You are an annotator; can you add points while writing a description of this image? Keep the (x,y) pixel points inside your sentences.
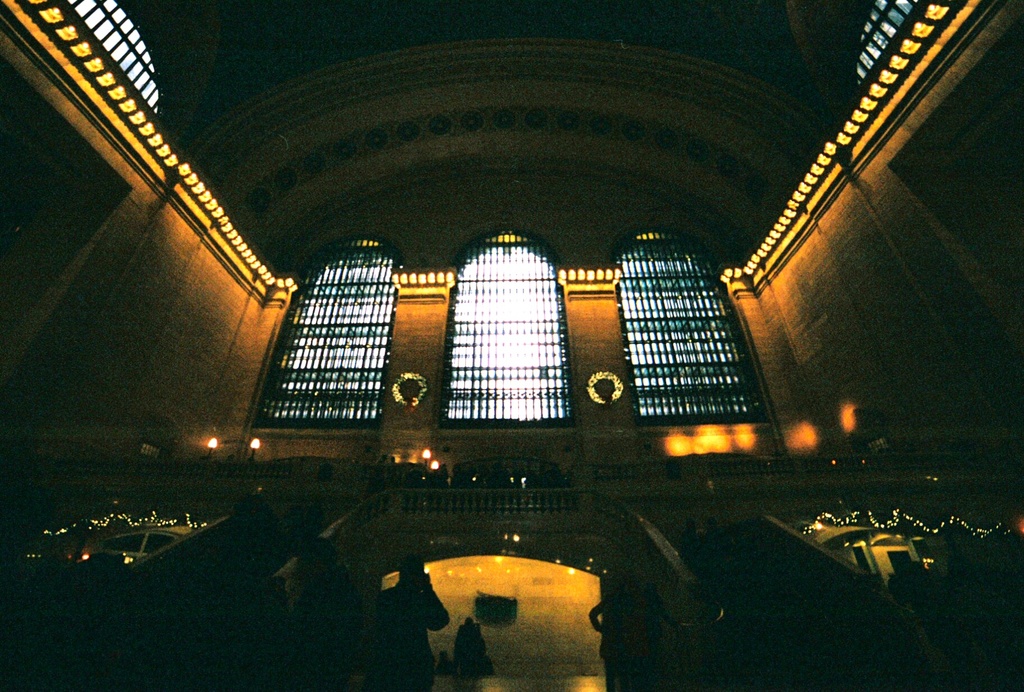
In this image we can see the interior of the room (301,451), it consists of the staircase (802,547) and a group of people (628,630) and behind it there are windows (523,300) and decors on the wall (507,451), there are lights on the roof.
